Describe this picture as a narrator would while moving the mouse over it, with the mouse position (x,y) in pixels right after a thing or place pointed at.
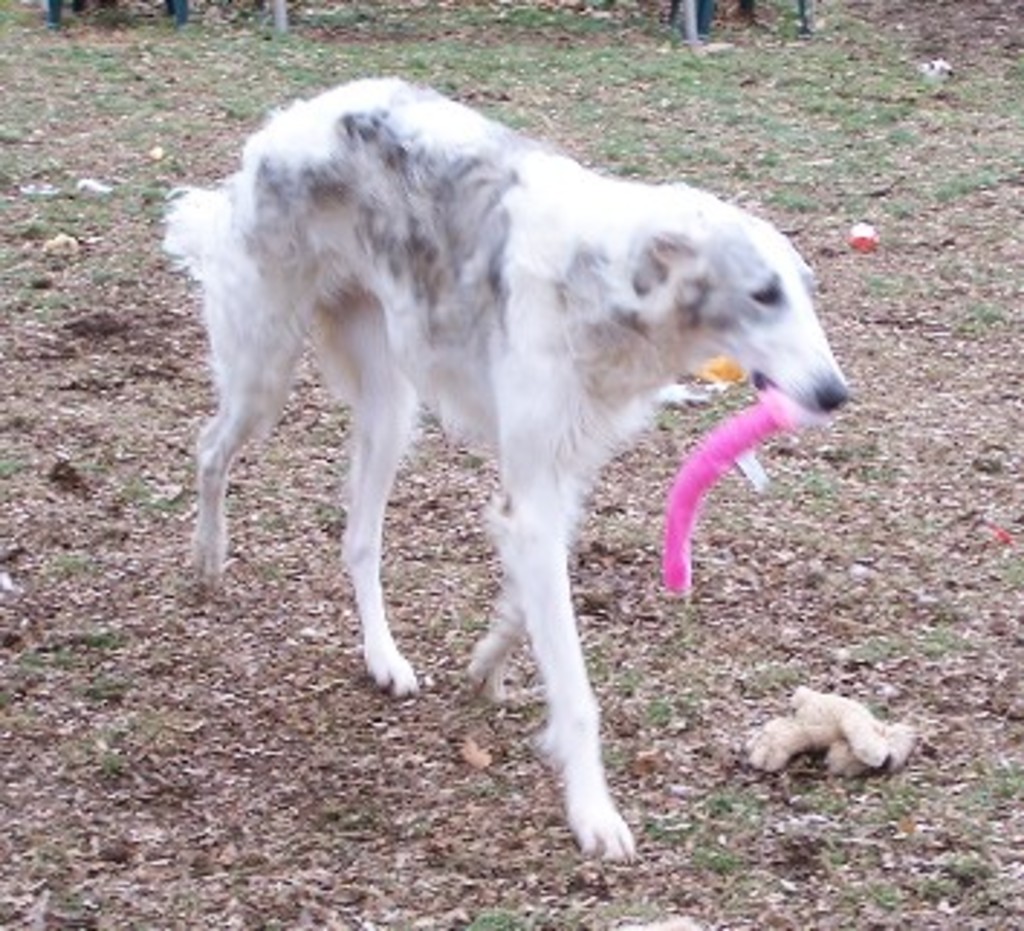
In this image we can see a dog (552,605) which is white in color and holding something (708,466) in the mouth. In the background of the image (695,582) we can see grass (128,251), but is in a blur.
